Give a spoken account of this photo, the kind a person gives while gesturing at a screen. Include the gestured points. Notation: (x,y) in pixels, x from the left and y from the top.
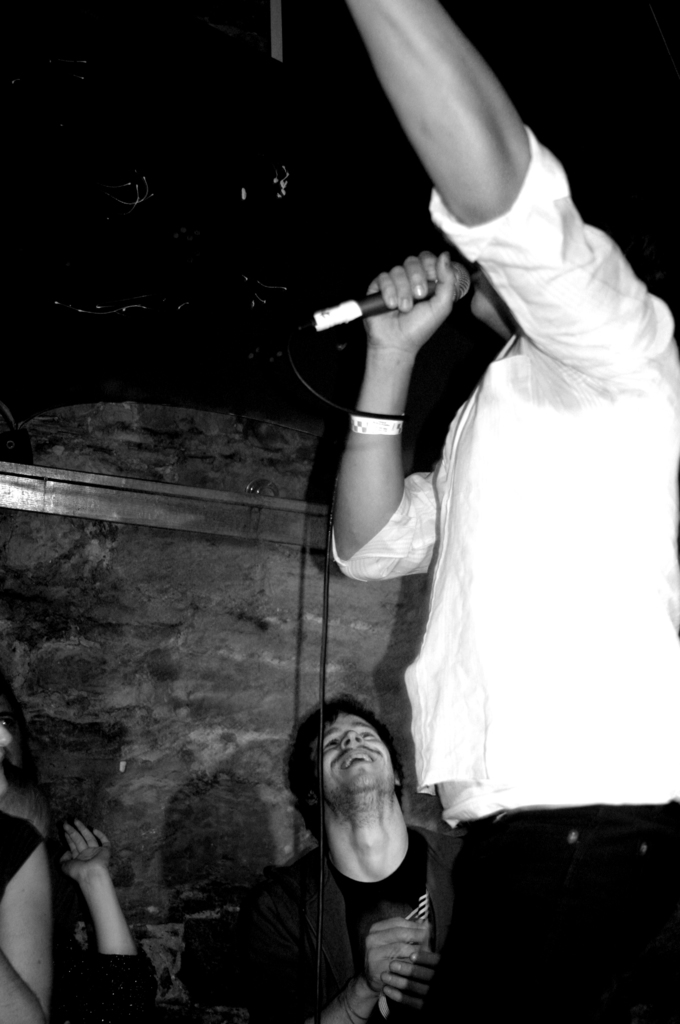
As we can see in the image there is a wall (253,458) and few people (343,789) over here. The man (602,501) standing on the right side (618,539) is wearing white color jacket (571,514). The image is little dark.
